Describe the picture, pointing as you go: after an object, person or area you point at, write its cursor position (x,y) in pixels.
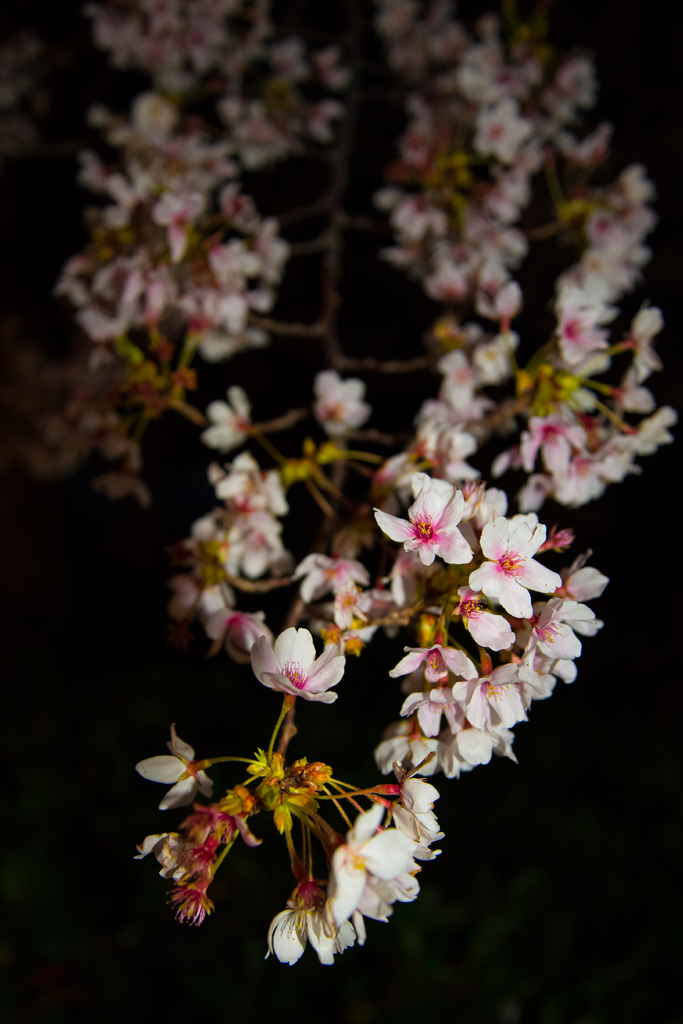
In this image, we can see a stem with flowers (289,678) and buds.
